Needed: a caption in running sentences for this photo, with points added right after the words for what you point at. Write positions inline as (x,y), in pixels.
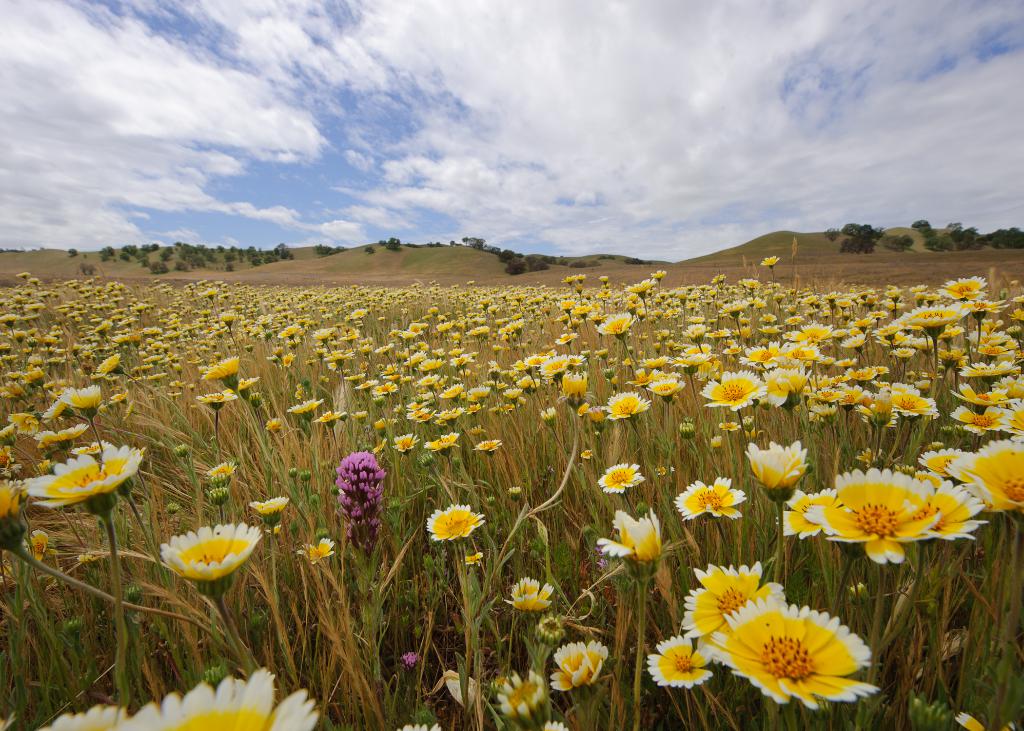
As we can see in the image there are plants (483,377), flowers (383,392), sky (340,201), clouds (383,213) and in the background (195,254) there are trees (286,247).
